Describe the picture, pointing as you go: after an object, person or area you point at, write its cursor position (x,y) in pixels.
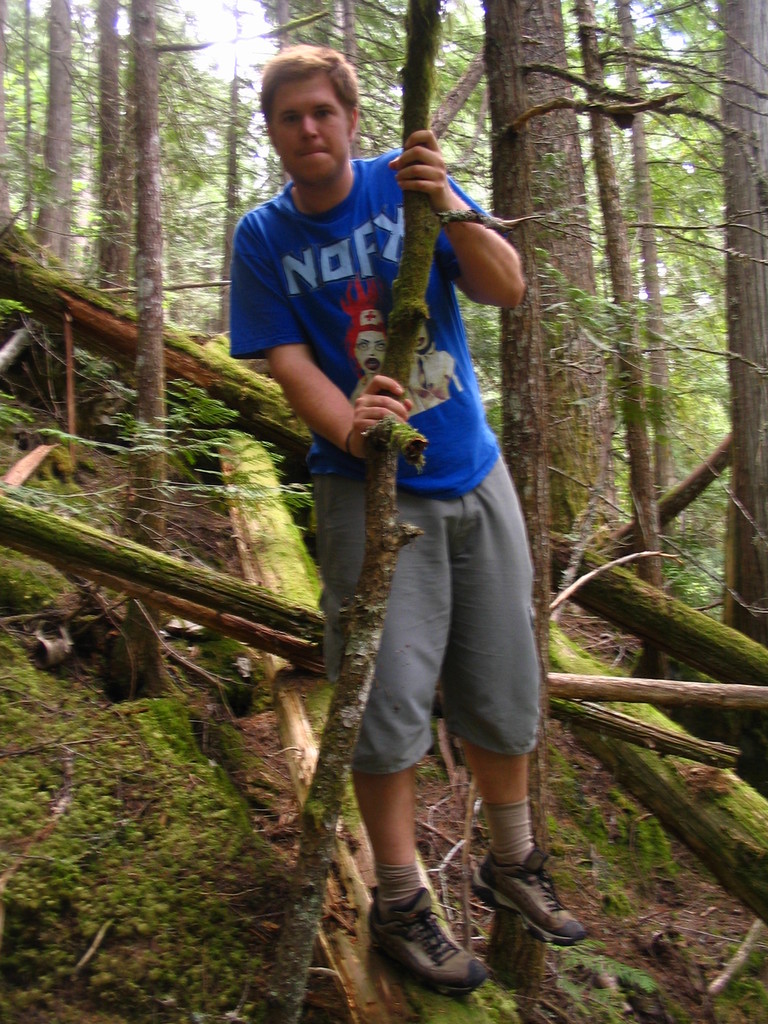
In this image there is a man (449,618) standing on the ground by holding the tree (406,384). In the background (105,261) there are so many tall trees (105,137). On the ground (75,822) there are wooden sticks (184,586) on which there is an algae (249,467).
